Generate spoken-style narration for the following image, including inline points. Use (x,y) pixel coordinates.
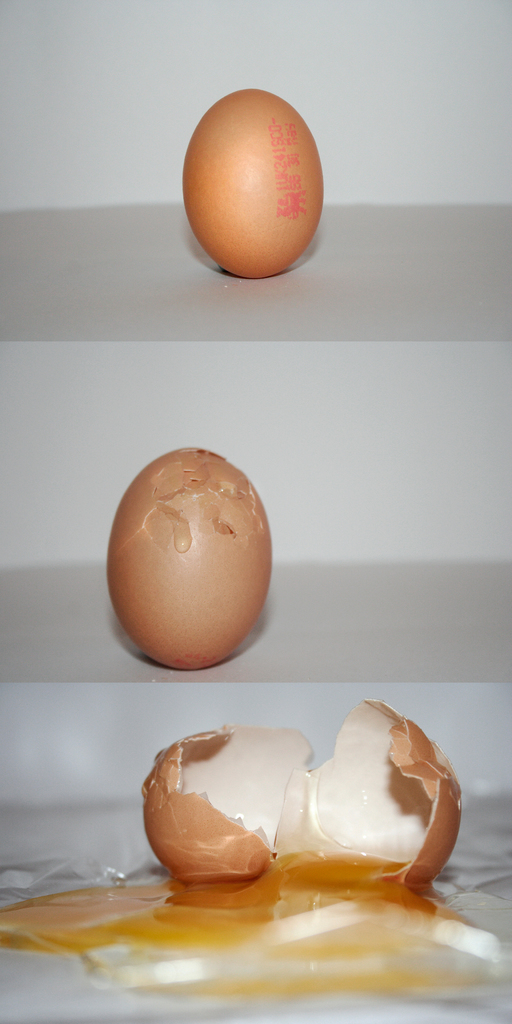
This is an edited image with the collage of three images. At the top (241,163) and in the center (183,659) we can see the eggs (245,176) placed on an object (318,618). At the bottom (416,787) we can see the broken egg (290,813) and we can see the egg yolk (290,931) on the surface (498,909) of an object (21,989).
